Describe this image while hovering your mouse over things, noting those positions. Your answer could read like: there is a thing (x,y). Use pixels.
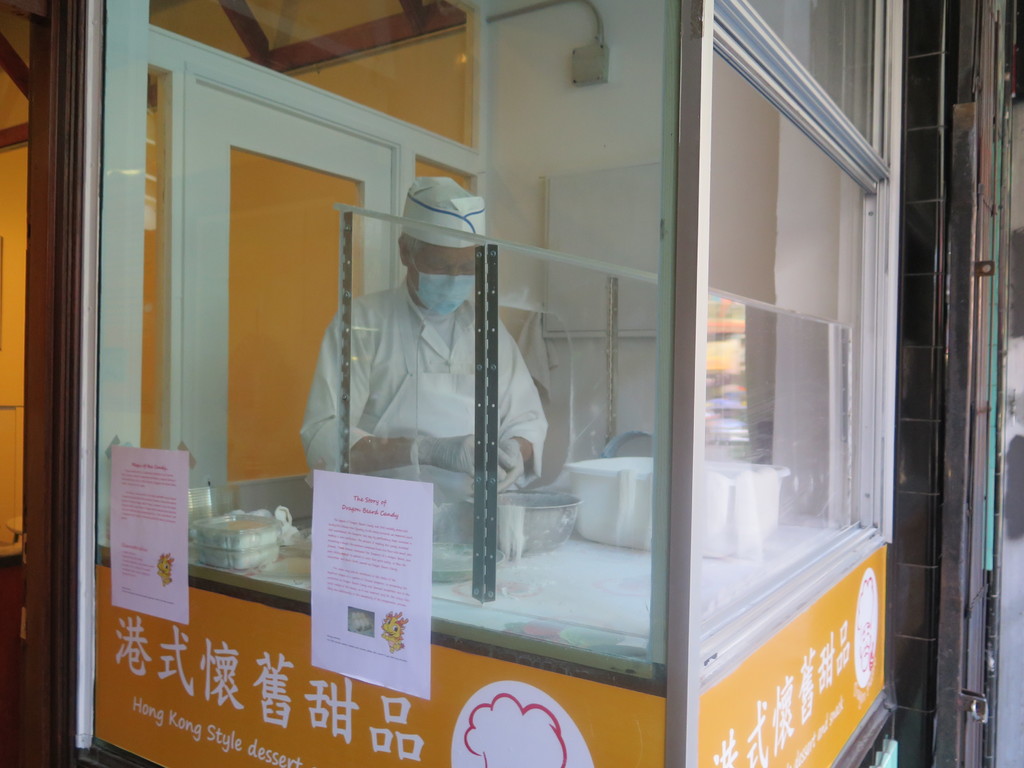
In the image we can see there is man (409,385) standing and he is wearing mask (433,306) on his mouth (445,304). There is a bowl (529,520) kept on the table (451,605) and there are papers (395,674) pasted on the glass (567,609).
